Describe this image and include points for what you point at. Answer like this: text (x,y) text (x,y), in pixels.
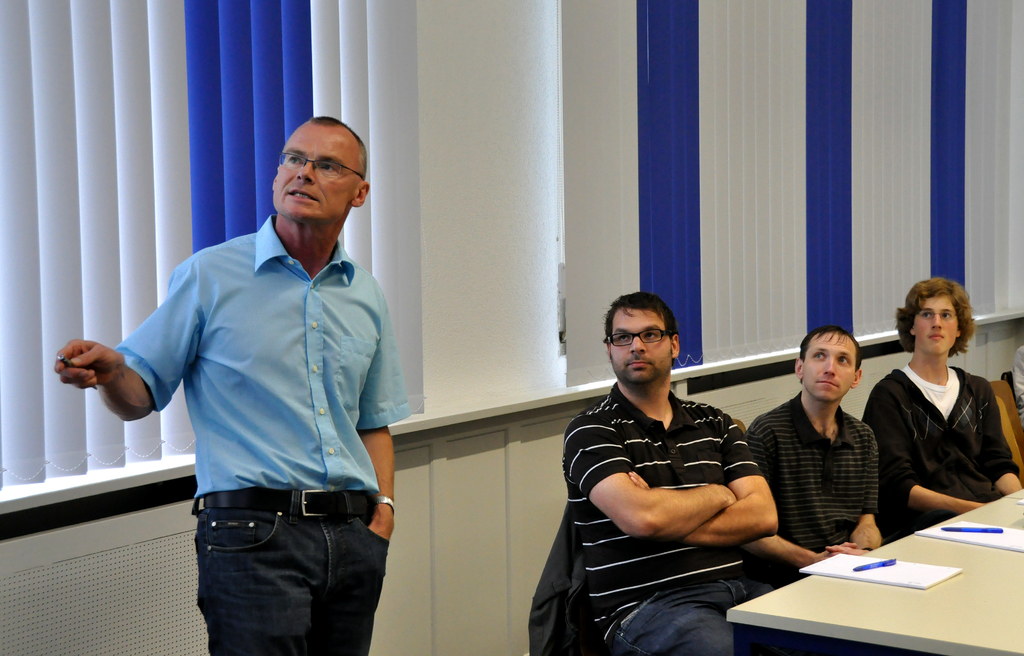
In this picture there are people (256,503), among them few people (667,531) sitting on chairs (1015,426) and we can see books (931,575) and pens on the table (845,601). In the background of the image (435,338) we can see window blinds (732,206) and wall (422,164).
